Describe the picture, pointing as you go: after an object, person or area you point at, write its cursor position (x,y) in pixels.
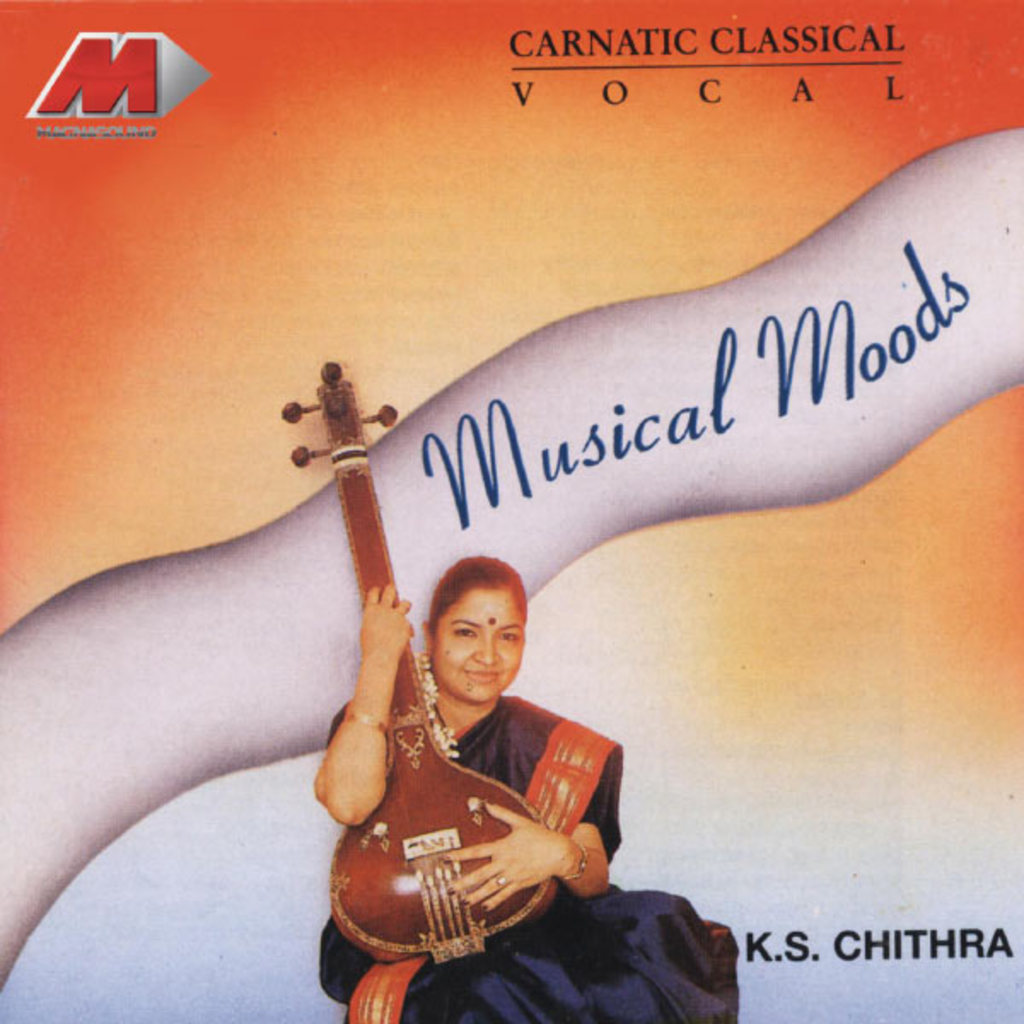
The picture is a poster. In the center of the picture (436,621) there is a woman (507,741) sitting, holding a musical instrument (431,836). In the center (643,437) there is text (901,363). At the top (559,64) there is text (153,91).
